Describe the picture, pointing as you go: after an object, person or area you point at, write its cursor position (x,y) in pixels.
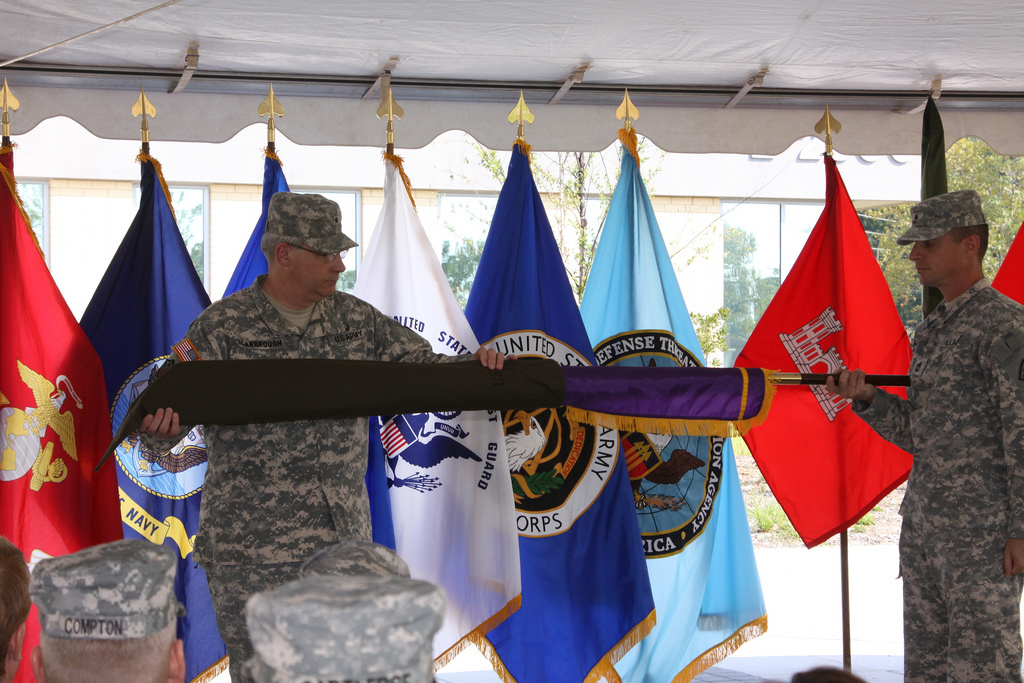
In this image there are two army personnel (287,456) holding a flag (461,407) in their hands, behind them there are a few flags (179,238), in front of them there are few army personnel (175,581).
